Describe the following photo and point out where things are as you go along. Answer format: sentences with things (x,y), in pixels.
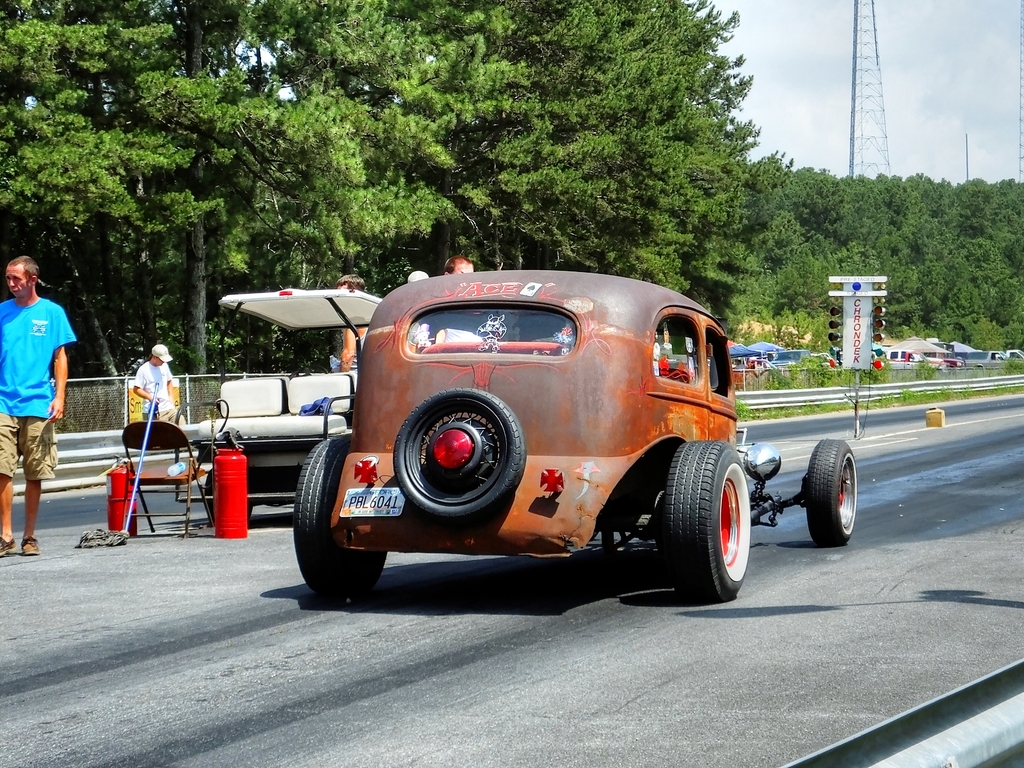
In this image on a road (359,627) a car (462,443) is moving. Here there is a chair (159,446) few people (6,401) are there in the back (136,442). This is a traffic signal (856,319). Here there are many vehicles (792,356). In the background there are trees (782,179), towers (853,143).
